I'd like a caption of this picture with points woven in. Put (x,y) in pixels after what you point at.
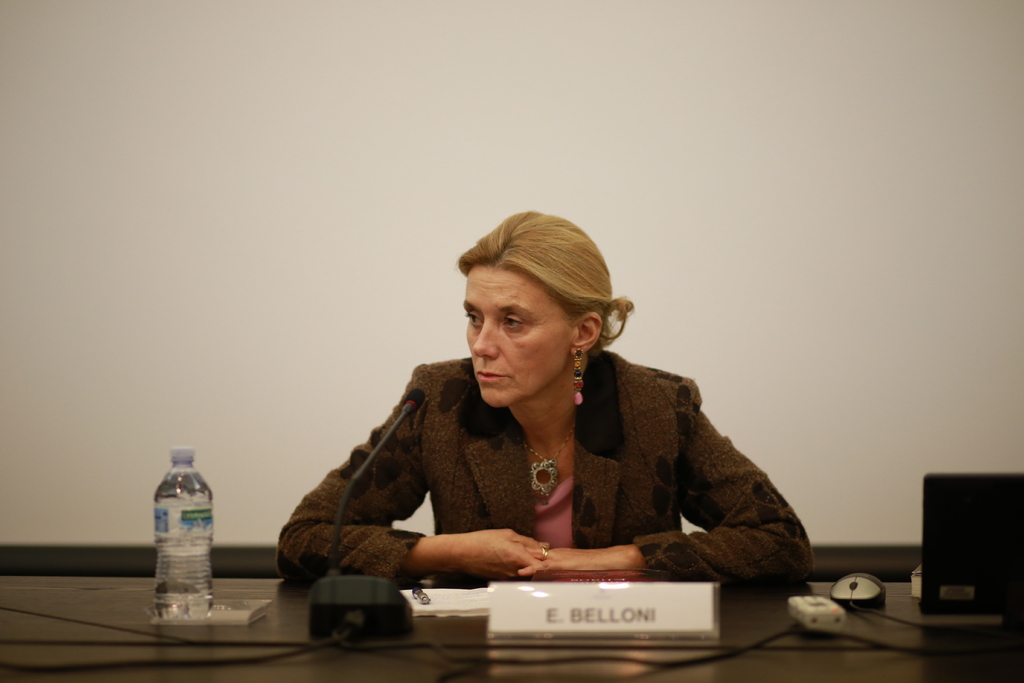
In this image we can see person (451,549) sitting on the chair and a table (275,593) is placed before her. On the table (779,596) we can see mic (373,581), cables (256,662), name board (531,598), disposable bottle (205,501), mouse (861,602), remote (815,615) and a laptop (971,575). In the background (576,101) we can see a wall (647,234).
